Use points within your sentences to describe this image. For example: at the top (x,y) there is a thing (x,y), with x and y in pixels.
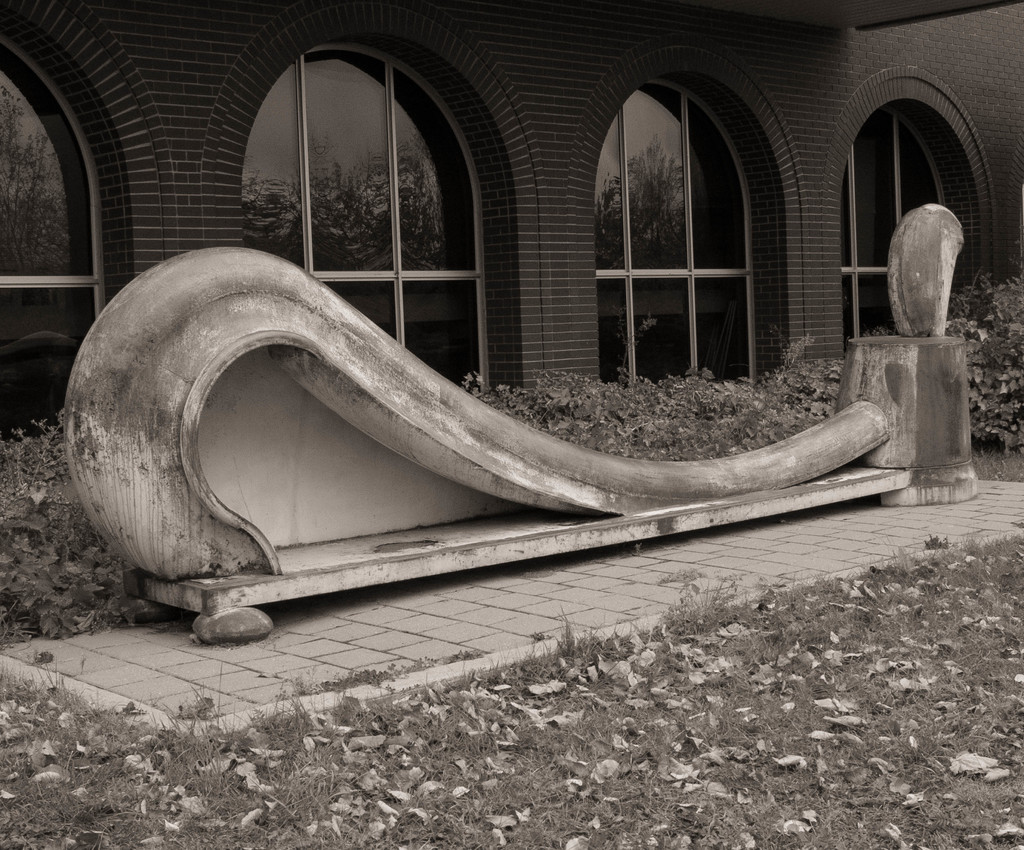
This is a black and white pic. In this image we can see an object (271,447) on the surface (207,653) and there are plants (81,534), leaves (671,660) and grass (678,694) on the ground (769,705). In the background (512,182) we can see the wall (474,68) and glasses (639,205).
